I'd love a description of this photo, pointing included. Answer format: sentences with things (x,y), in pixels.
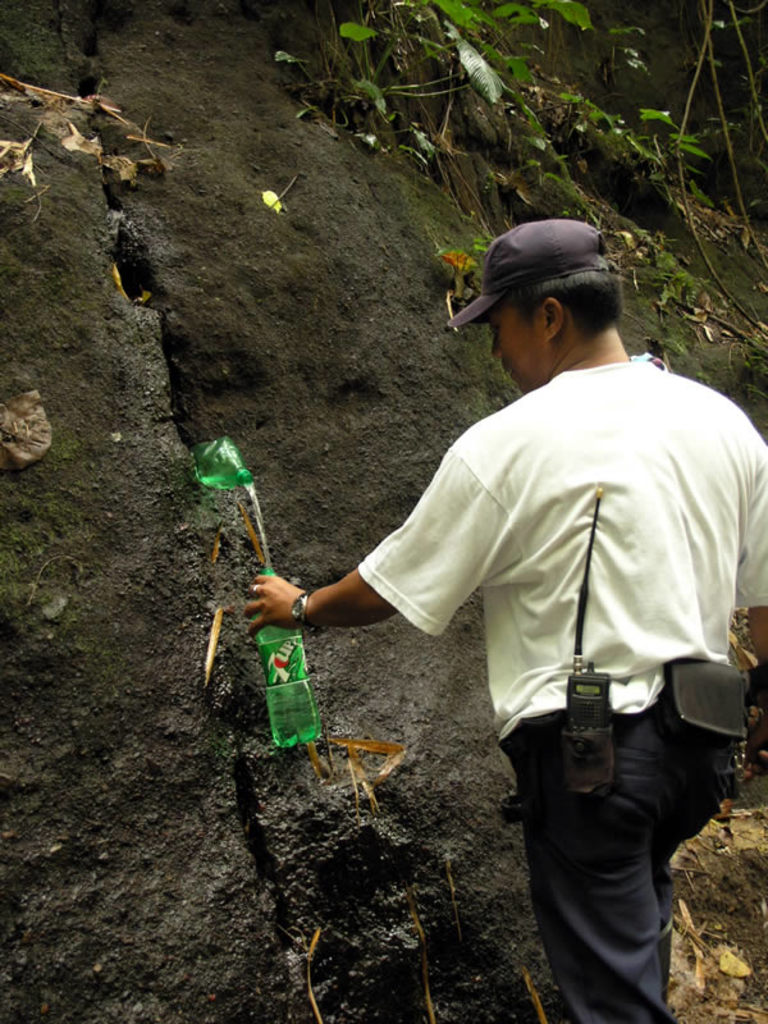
In the picture I can see a person (559,547) is standing and holding a bottle (279,688) in the hand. The man (368,621) is wearing a cap (521,266) and other objects (566,742). In the background (560,128) I can see plants (535,135), a bottle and some other objects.
